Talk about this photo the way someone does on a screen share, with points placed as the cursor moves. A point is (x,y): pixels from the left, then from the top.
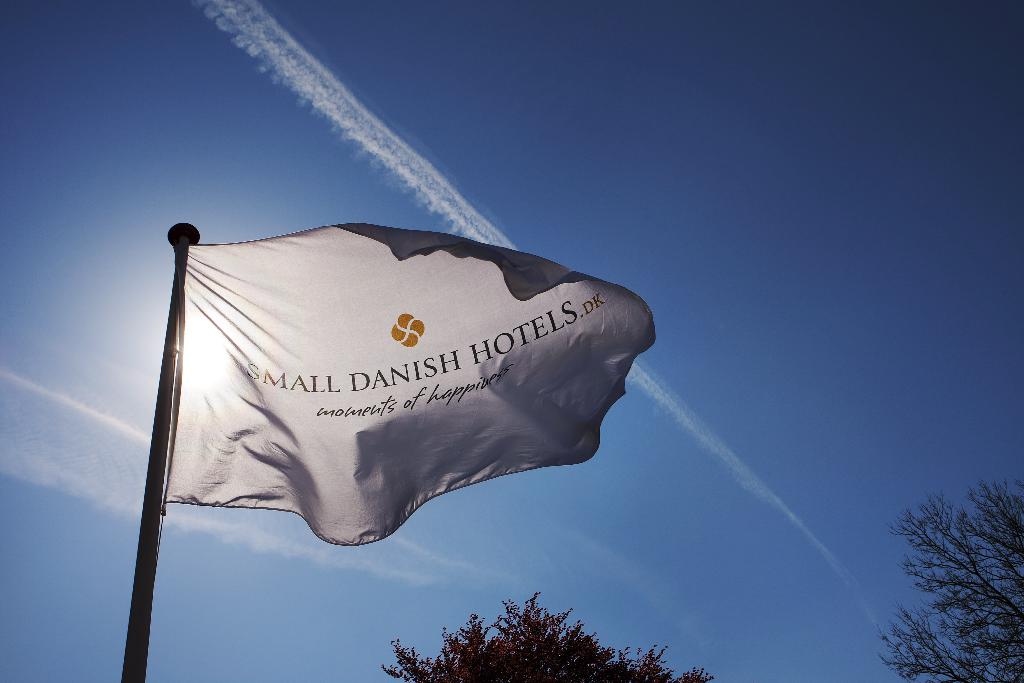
In this picture we can see a flag (393,328), in the background (80,472) we can find few trees (498,665) and clouds (93,477).
